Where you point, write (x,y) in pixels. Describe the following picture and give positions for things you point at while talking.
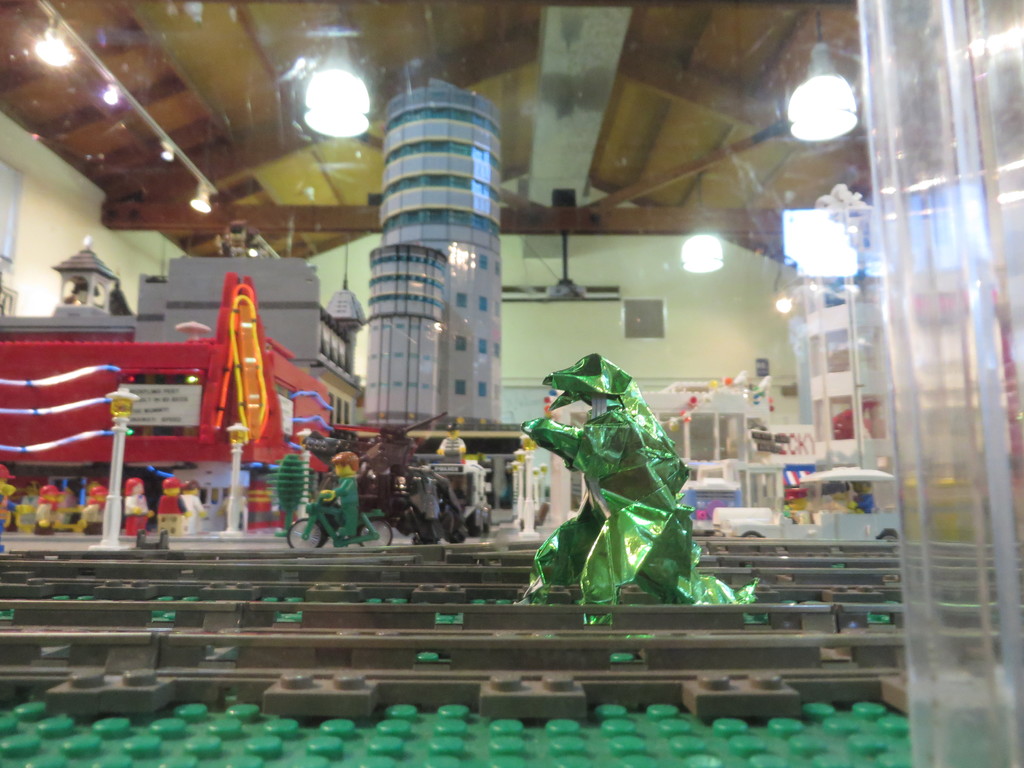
In the middle of the picture (663,506), we see a toy (594,580) in green color. At the bottom (471,743), we see the game pieces (250,700) in grey and green color. Beside that, we see the toy vehicles (402,467) and the dolls (142,488). In the background (202,308), we see a building (420,375). In the background (607,321), we see a wall (617,339). At the top (404,43), we see the lights (828,93) and the ceiling (624,131) of the room (395,73).
